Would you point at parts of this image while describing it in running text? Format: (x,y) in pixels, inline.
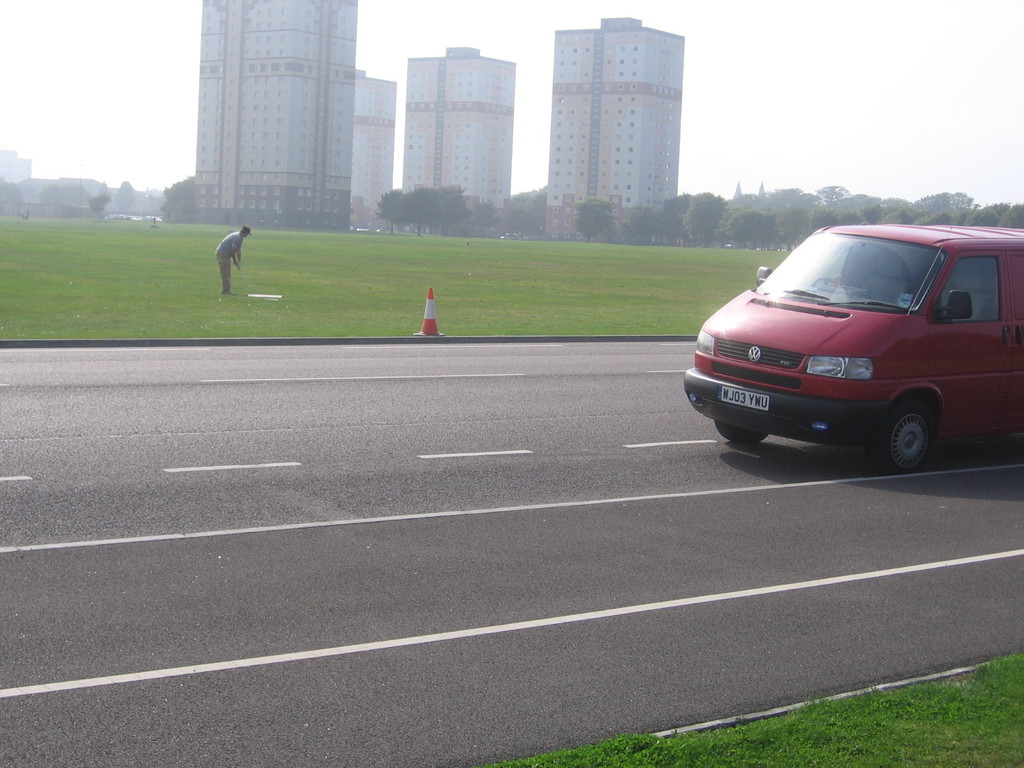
In this image I can see a car (909,345) on the road (711,546), beside that there is a person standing on the grass (279,314), also there are buildings (614,111) and trees (134,192) at the back (141,203).
